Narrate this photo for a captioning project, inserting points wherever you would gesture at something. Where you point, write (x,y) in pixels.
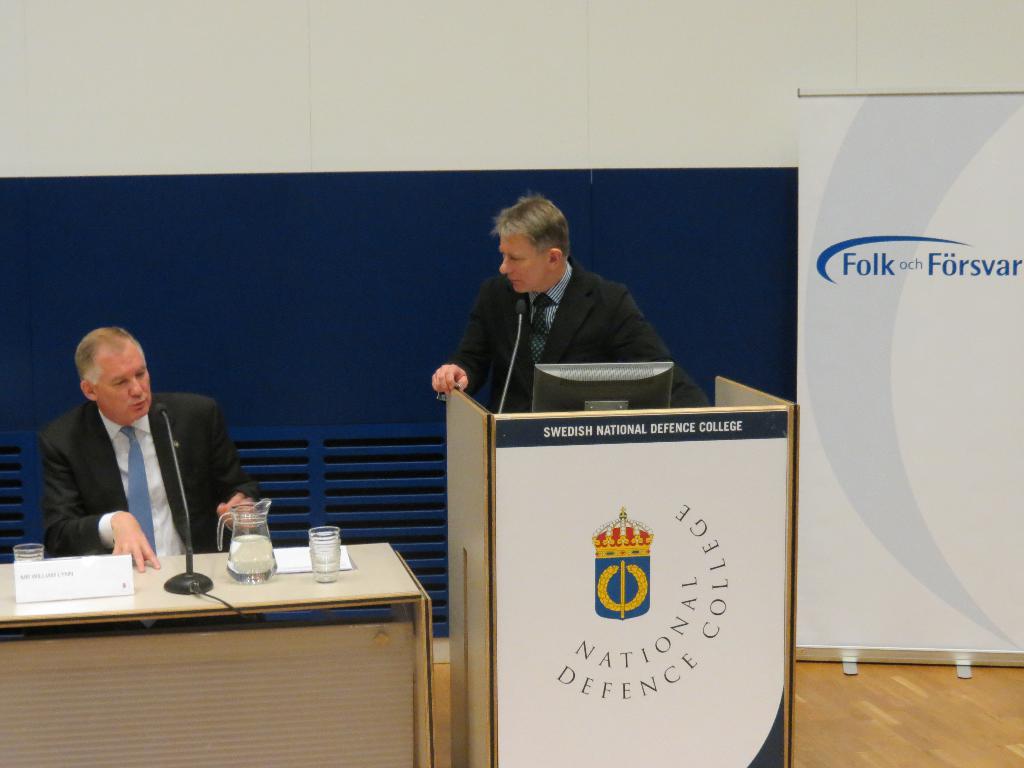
In the image there are two mens (547,266). One man (575,314) is standing in front of a podium (506,416), on podium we can see a microphone (504,394) and a monitor (597,367). On left side (89,434) there is another man (94,446) sitting on chair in front of a table (187,603), on table (152,575) we can see a board (98,575), glass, jar (259,555) with some water (243,561), papers (282,552). In background (264,305) there is a blue color wall (418,237) and a white color hoardings (883,280).
